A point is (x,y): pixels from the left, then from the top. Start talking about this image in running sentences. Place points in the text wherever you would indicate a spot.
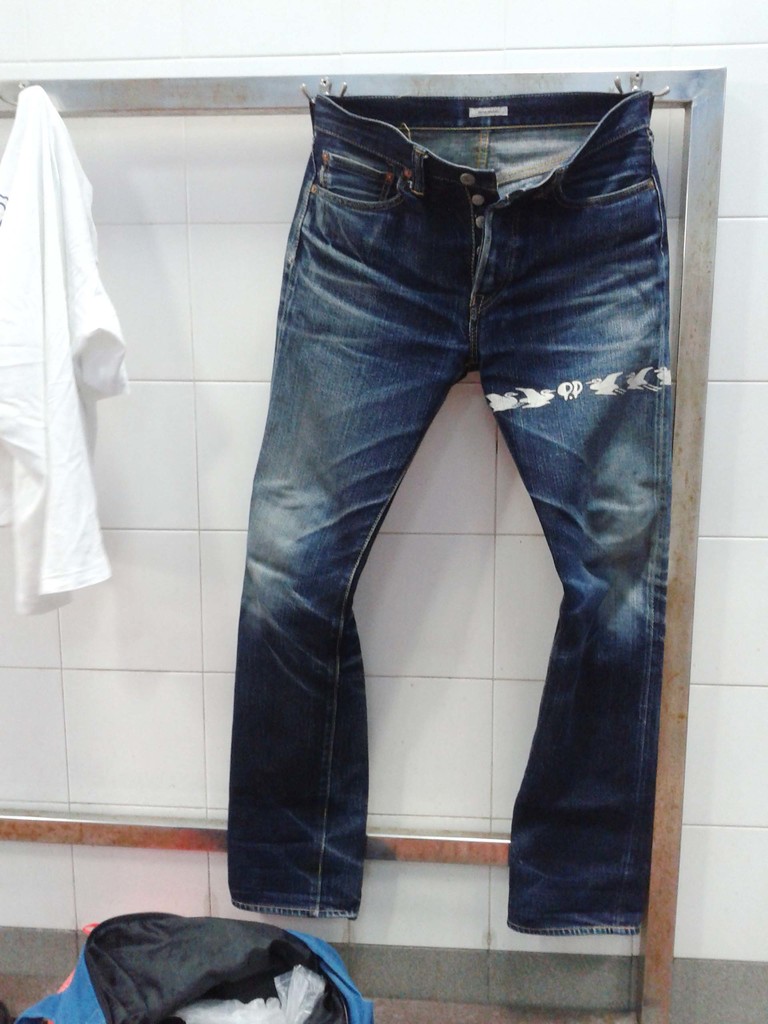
This picture shows a jeans (485,288) to the hanger (706,169) and we see a t-shirt (89,375) hanging on the side and we see a bag (202,937).
